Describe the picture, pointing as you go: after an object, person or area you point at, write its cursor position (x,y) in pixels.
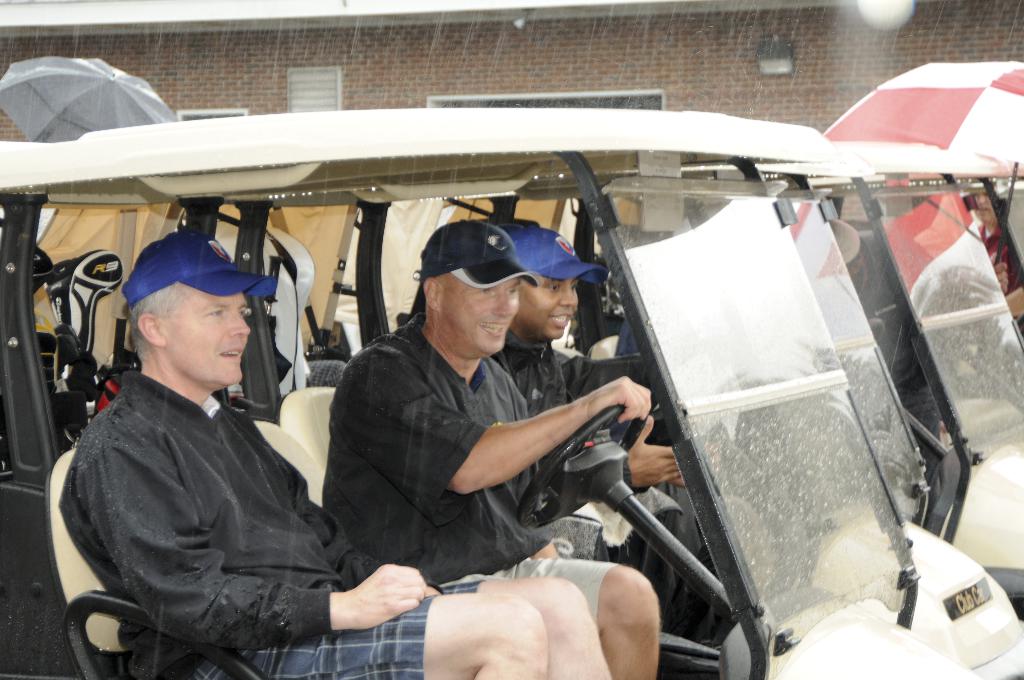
In this image we can see the people (150,553) in the vehicle (682,277). We can also see the umbrellas (87,99) and also the rain (763,415). In the background (489,83) we can see the building (599,49).
